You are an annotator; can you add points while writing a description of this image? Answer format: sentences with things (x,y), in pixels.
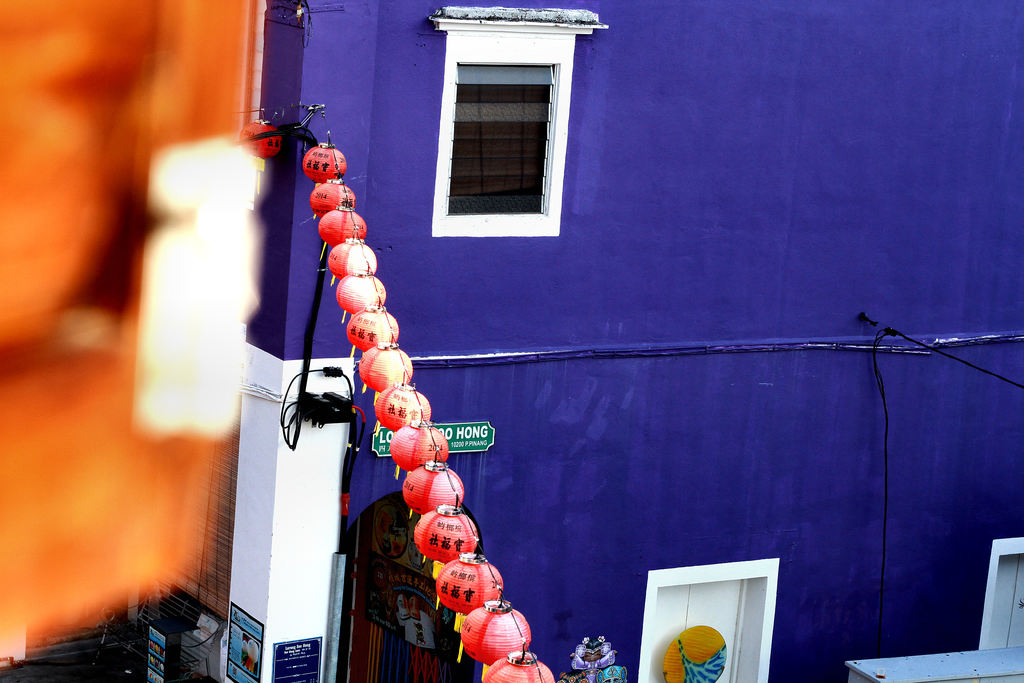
In this picture I can see there are lights (349,215) arranged in a straight line and there is a blue color building (470,375) with a window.
